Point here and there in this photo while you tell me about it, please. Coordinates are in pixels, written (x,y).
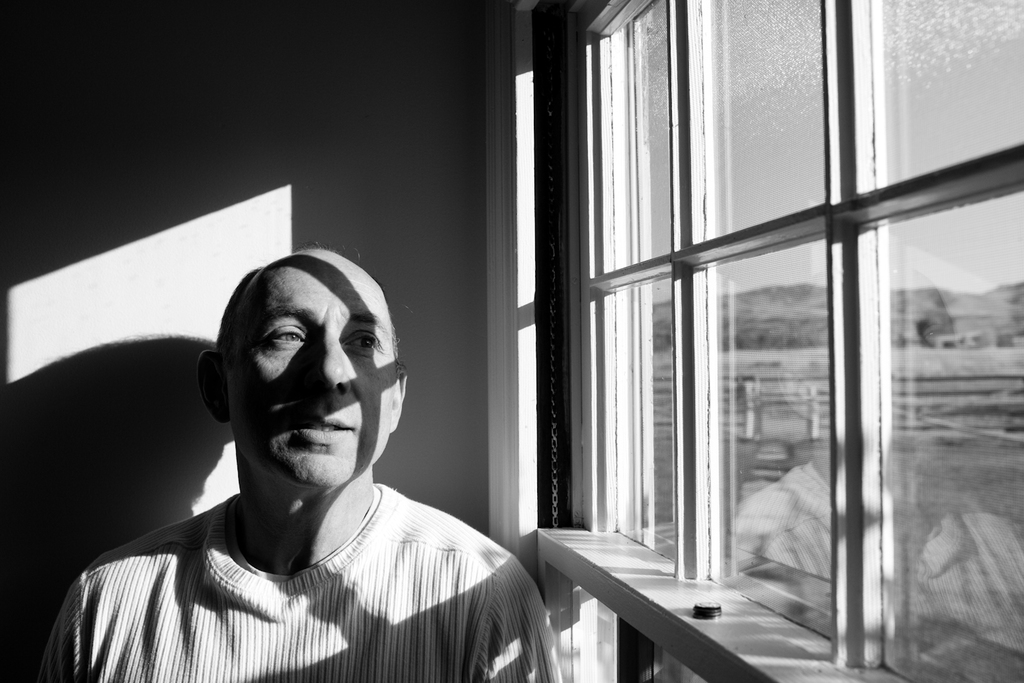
This is a black and white image. In the image we can see a man (419,583) wearing clothes (376,609). Here we can see the glass window (862,388) and out of the window (837,354) we can see a hill (963,314) and the sky (745,174).
